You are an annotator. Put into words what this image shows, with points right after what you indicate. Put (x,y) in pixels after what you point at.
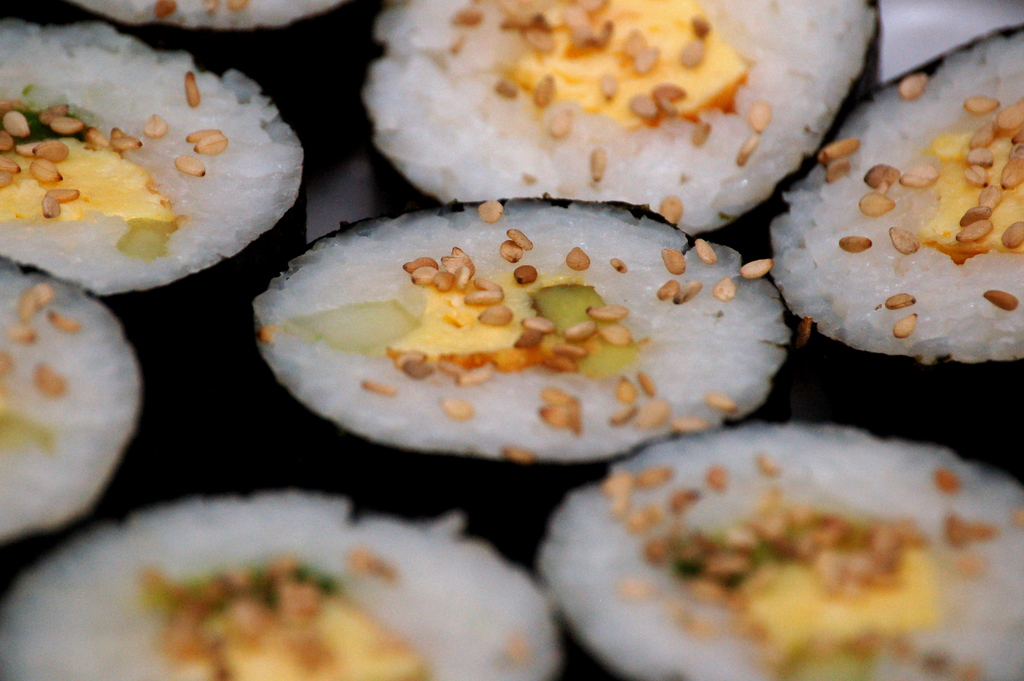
In this image we can see food (344,367).
